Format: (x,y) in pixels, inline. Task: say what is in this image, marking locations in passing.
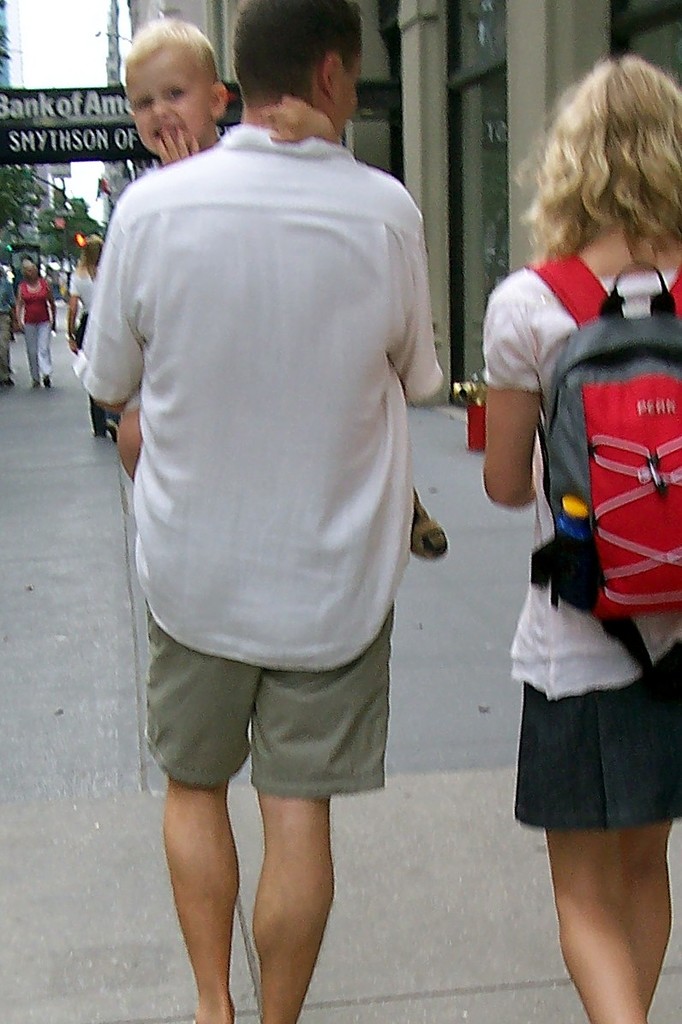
In this image there is a person (391,573) and a lady (576,699) walking on the road (460,686) and the person (295,519) holding a little boy (172,93), in front of them there are few people (53,325) walking on the road (54,379). On the right (476,28) and left side of the image (3,223) there are buildings (53,173) and trees (7,231) and there is a banner (50,123). In the background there is a sky (62,50).
